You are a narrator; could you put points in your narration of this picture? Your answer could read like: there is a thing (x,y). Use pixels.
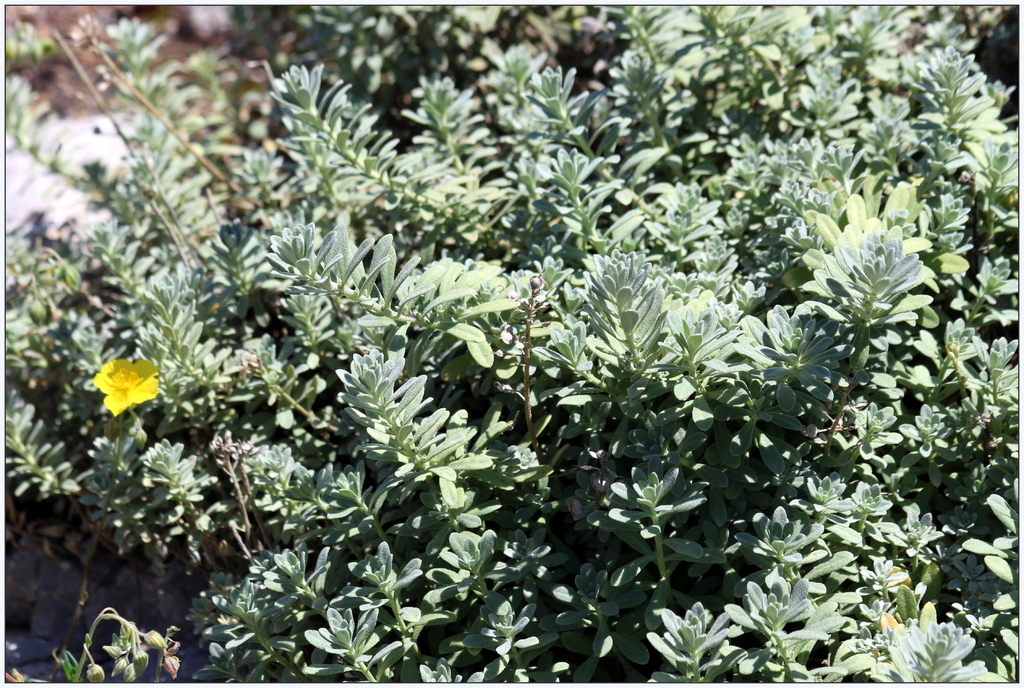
In this image we can see plants (746,563). On the left side of the image (116,394), we can see a flower (128,390).
